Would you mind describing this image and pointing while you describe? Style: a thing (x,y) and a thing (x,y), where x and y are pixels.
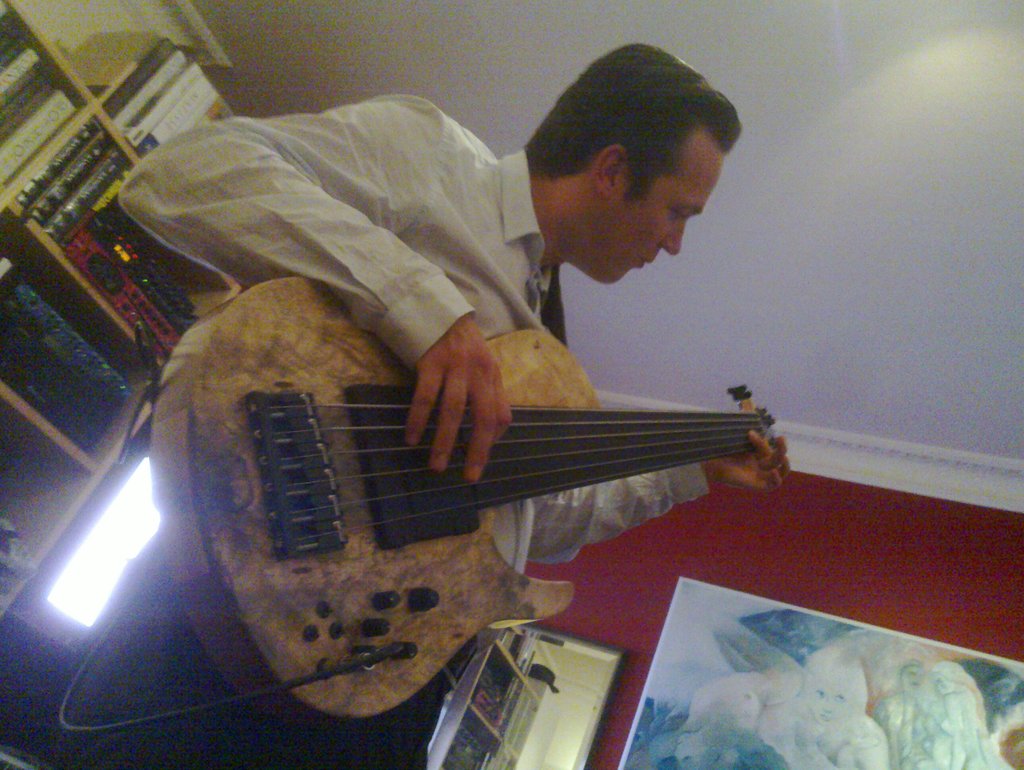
There is man (345,208) playing guitar (362,436) in the middle of the image (362,456). In the left side (106,336) there is a rack (75,214), it contains books (82,194) some instrument (79,232). there is a wall (950,535) behind the man (152,591). There is a wall painting (727,682) hanged in the wall (951,616). the wall (927,570) color is red. The roof (926,148) is white.
